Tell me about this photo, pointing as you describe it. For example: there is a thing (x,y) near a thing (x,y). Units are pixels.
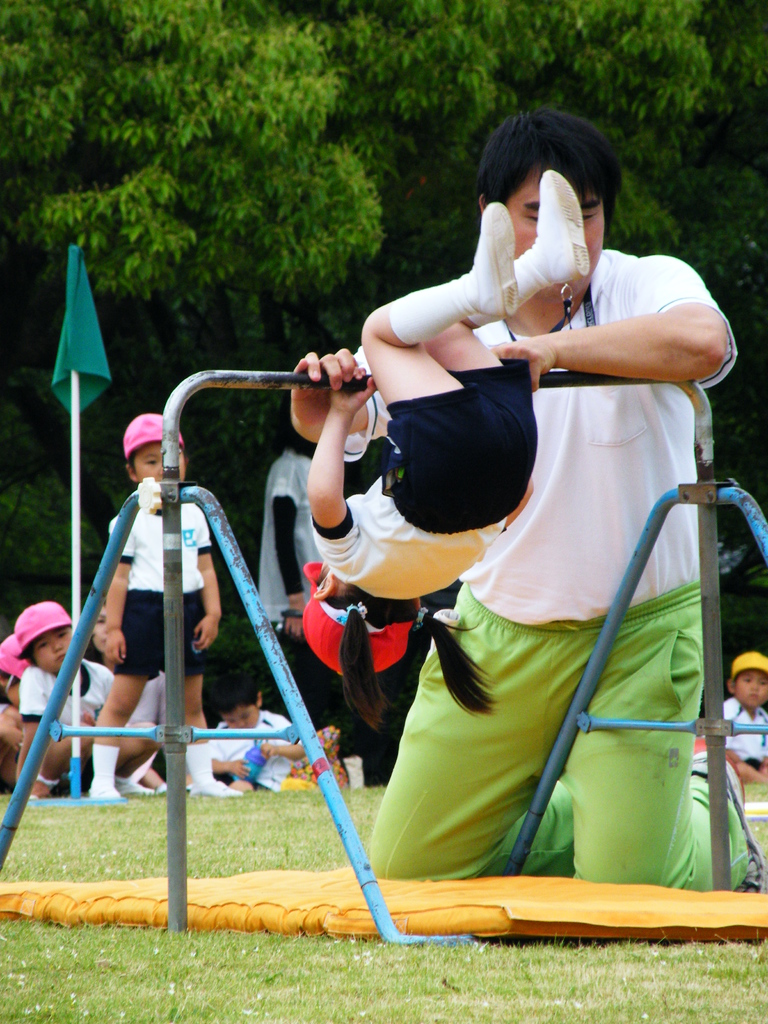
In this image there is a kid (475,422) doing gymnastics on pole (710,520), behind the pole (562,379) there is a man (575,557) laying on his knees (622,856) on grassland (356,1022) and there is a mat (487,923), in the background (74,278) there is a flagpole (80,467), beside the flag pole (71,287) there is a kid (143,648) standing and few (49,784) are sitting and there are trees (452,100).
